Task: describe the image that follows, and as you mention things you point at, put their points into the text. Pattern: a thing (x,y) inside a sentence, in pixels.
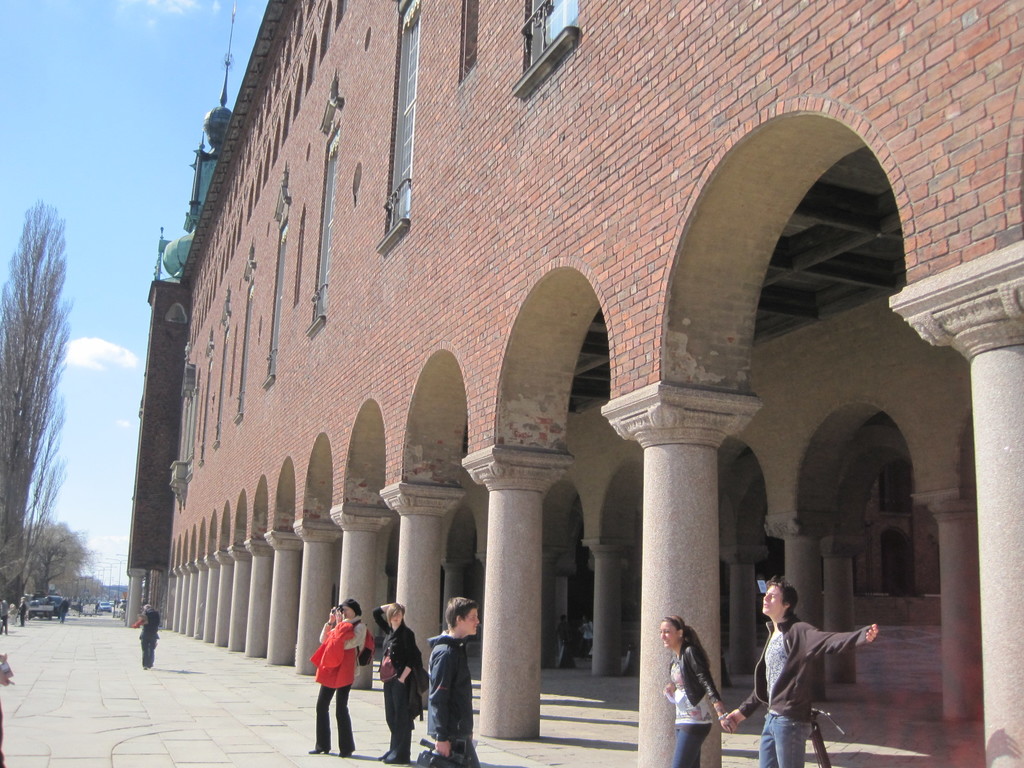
In this picture I can observe some people (774,635) standing on the land (214,668). There are men (776,677) and women (388,633). On the left side (53,484) I can observe some trees (10,309). On the right side (886,96) I can observe brown color building (364,278). In the background (102,327) there is a sky (94,239) with some clouds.
